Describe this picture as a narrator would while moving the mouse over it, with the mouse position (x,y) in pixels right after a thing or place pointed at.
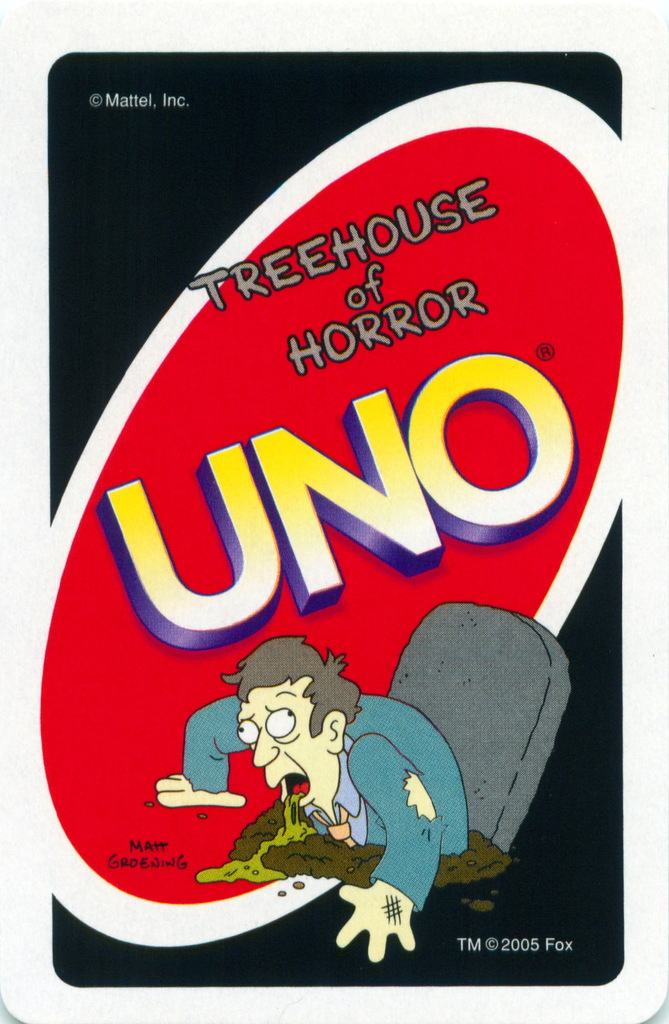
This is a poster having an animated image of a person (322,725) who is vomiting. Beside this person (356,762), there is a tombstone (471,655). On the bottom right (567,941), there is a watermark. On the top left (140,99), there is a watermark (156,101). In the middle of this image (247,613), there are texts (216,296) on a red color surface (70,737). Around this red color surface (80,675), there is a white color border (140,918) in an ellipse shape. And the background of this poster is dark in color.
